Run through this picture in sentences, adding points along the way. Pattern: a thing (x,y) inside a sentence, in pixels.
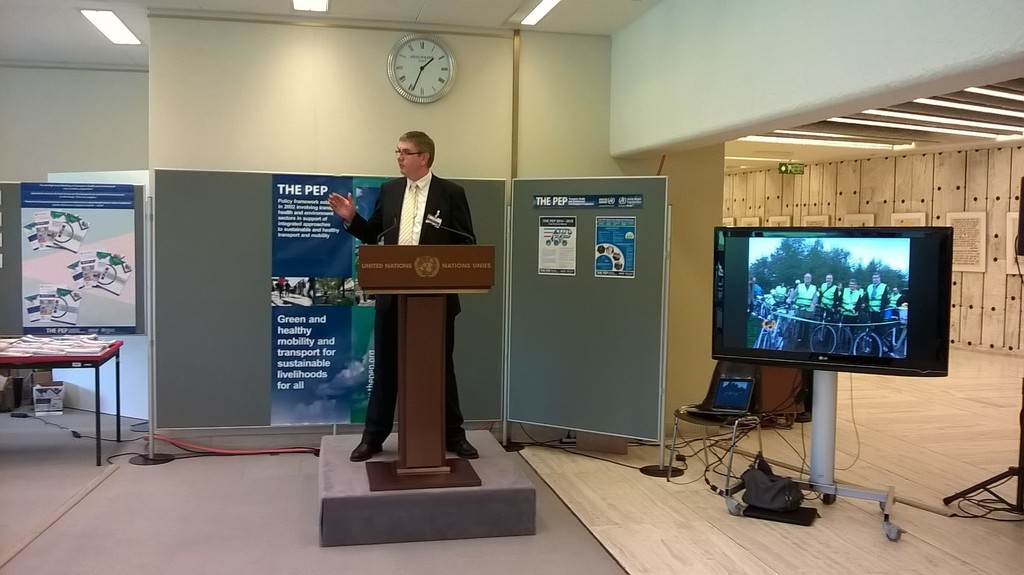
In this image a person (381,329) is standing behind the podium (398,301) having a mike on it. Behind him there is a board (503,271) having few posters (349,345) attached to it. Left side (77,344) there is a table (75,357) having few objects (97,346) on it. Right side (894,321) there is a screen (882,324) on the stand (831,454). Beside there is a chair (742,423) having a laptop (731,406) on it. Few objects (771,489) are on the floor (788,553). A clock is attached to the wall (539,41). Top of the image (496,17) few lights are attached to the roof (896,131). Right side (975,255) few frames (971,240) are attached to the wall (987,246).
